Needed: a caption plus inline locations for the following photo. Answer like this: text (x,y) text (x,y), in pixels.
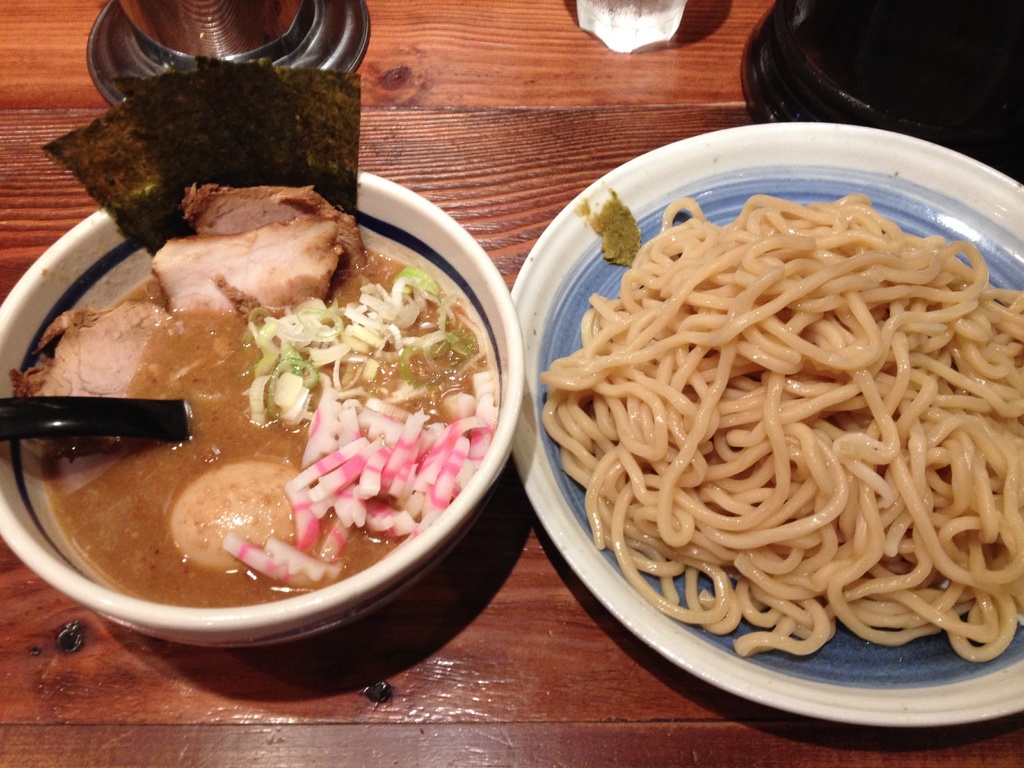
In this image there is a table (336,693) with a plate (677,413) of noodles (823,301), a bowl (368,525) with a spoon (65,432) and a food item (200,287) and a glass (603,6) on it.
